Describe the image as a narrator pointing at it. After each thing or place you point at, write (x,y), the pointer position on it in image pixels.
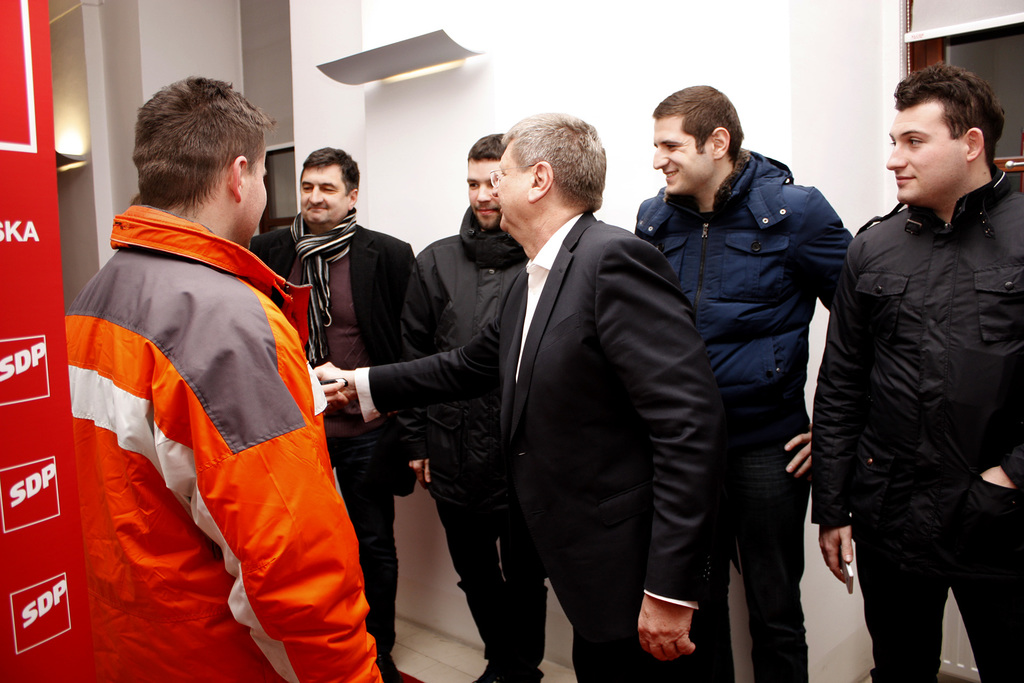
In this image there are many persons (381,378) standing in a room (576,65). In the background (632,53) there is wall (547,48). Most of them are wearing winter clothes (674,250).
